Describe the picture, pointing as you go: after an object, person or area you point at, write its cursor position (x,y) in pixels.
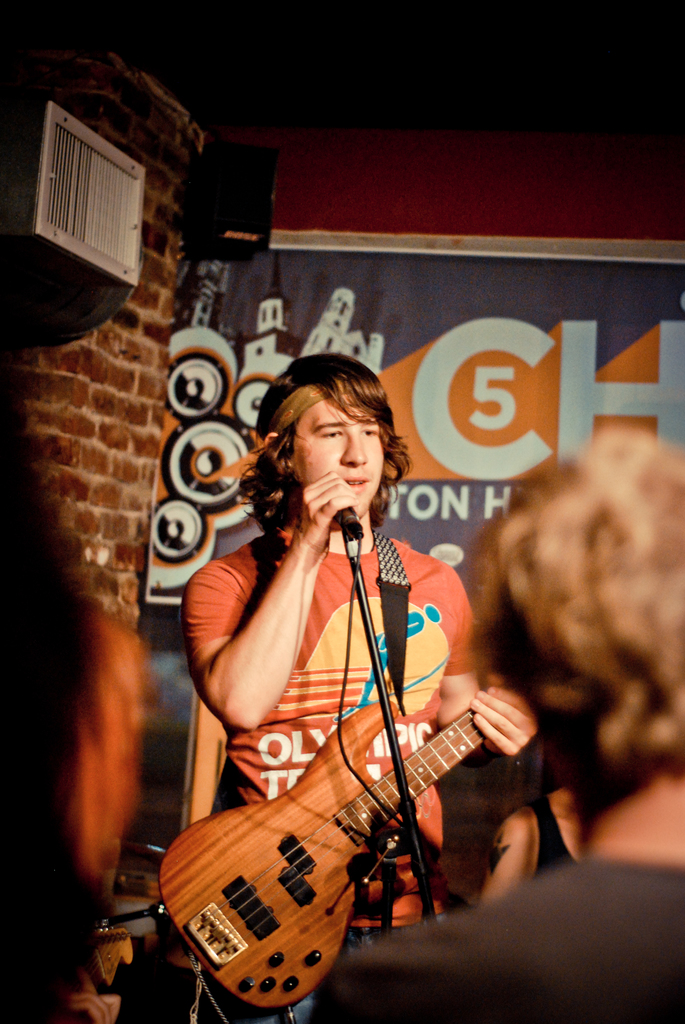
In this image in the center (288,552) there is one man (323,610) who is standing and he is holding a guitar (257,827) in front of him there is one mike (348,527) it seems that he is singing. On the background (403,391) there is a wall (119,360), on the right side (595,688) and left side (39,884) there are two persons (583,801).
